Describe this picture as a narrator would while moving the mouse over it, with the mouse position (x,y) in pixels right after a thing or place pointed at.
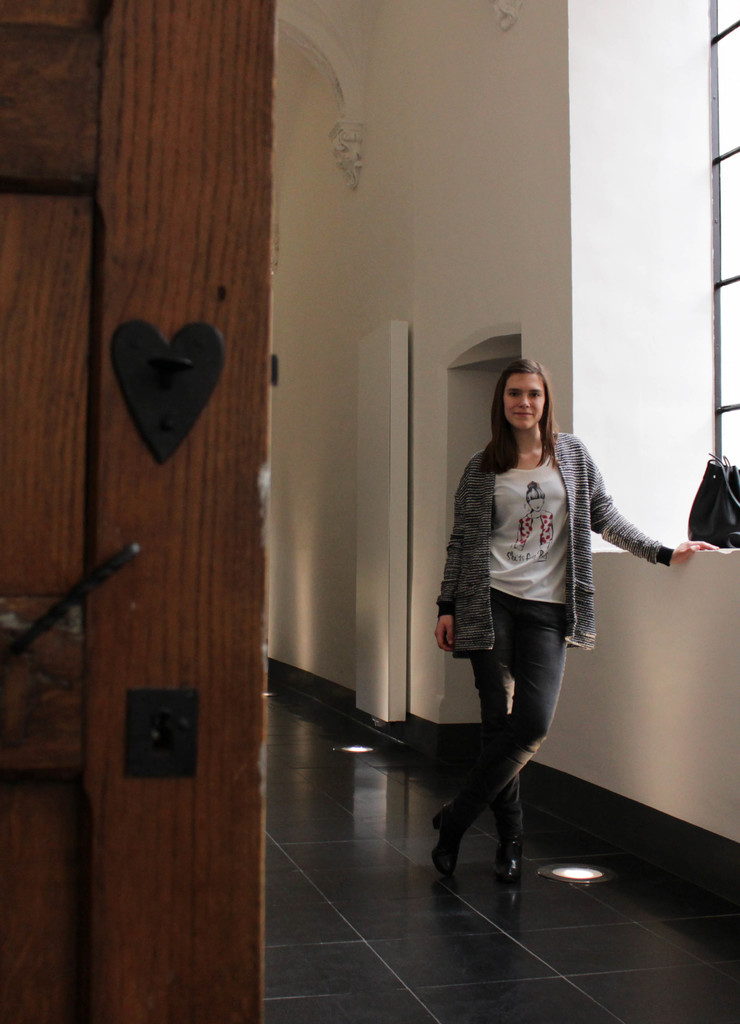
The image is inside the room (335,612). In the image there is a woman (555,451) standing beside the wall (646,614), on wall (659,500) we can see a bag (705,500). On left side (195,239) we can also see a door (50,246) in background (467,214) there is a wall (478,303) which is in white color.
